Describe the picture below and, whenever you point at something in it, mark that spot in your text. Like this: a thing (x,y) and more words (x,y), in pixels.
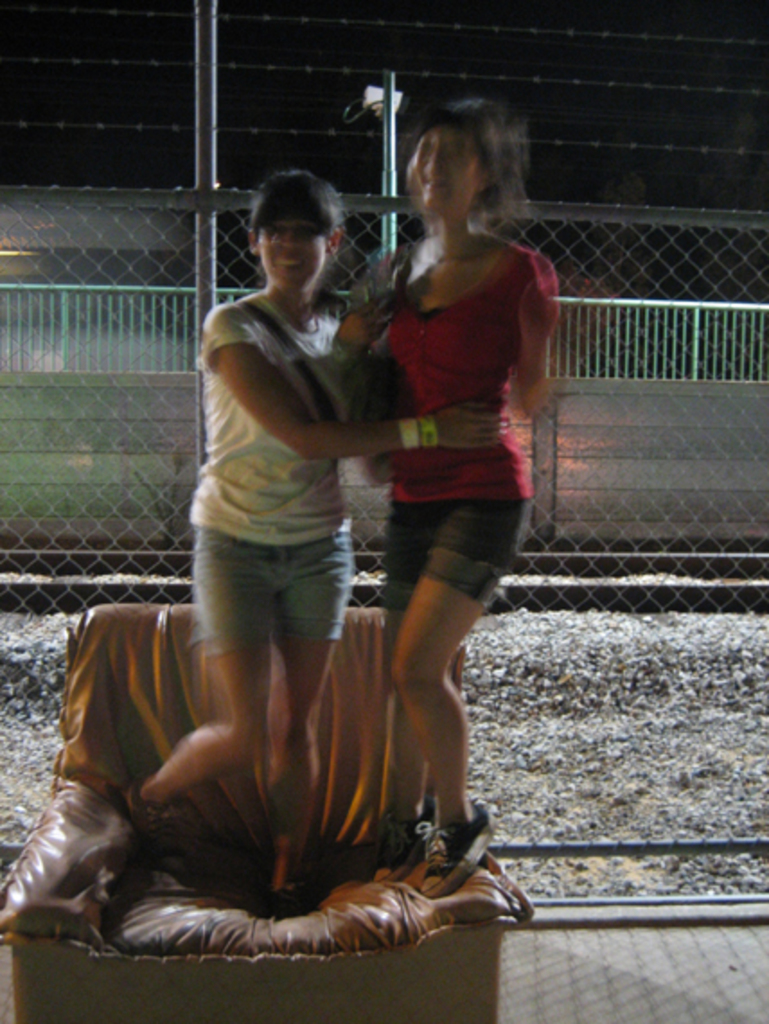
Here there is a sofa (410,902). Two persons (407,836) are standing on the sofa (399,796). She is wearing a T-shirt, short (462,528), shoes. Both of them are smiling behind them there is an iron fence (626,497) of railway track (665,570) and it is the dark night (651,180).
